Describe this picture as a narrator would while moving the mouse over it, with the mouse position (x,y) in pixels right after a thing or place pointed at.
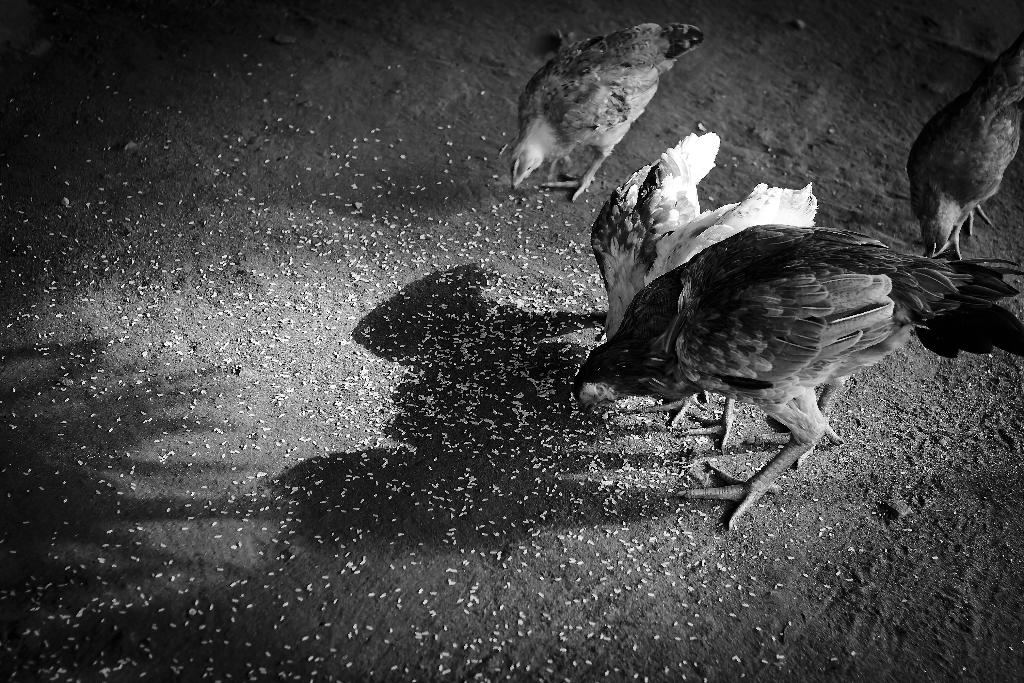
This is a black and white image. In this image we can see hens (761,302) eating food grains (340,418) on the ground (261,328).
